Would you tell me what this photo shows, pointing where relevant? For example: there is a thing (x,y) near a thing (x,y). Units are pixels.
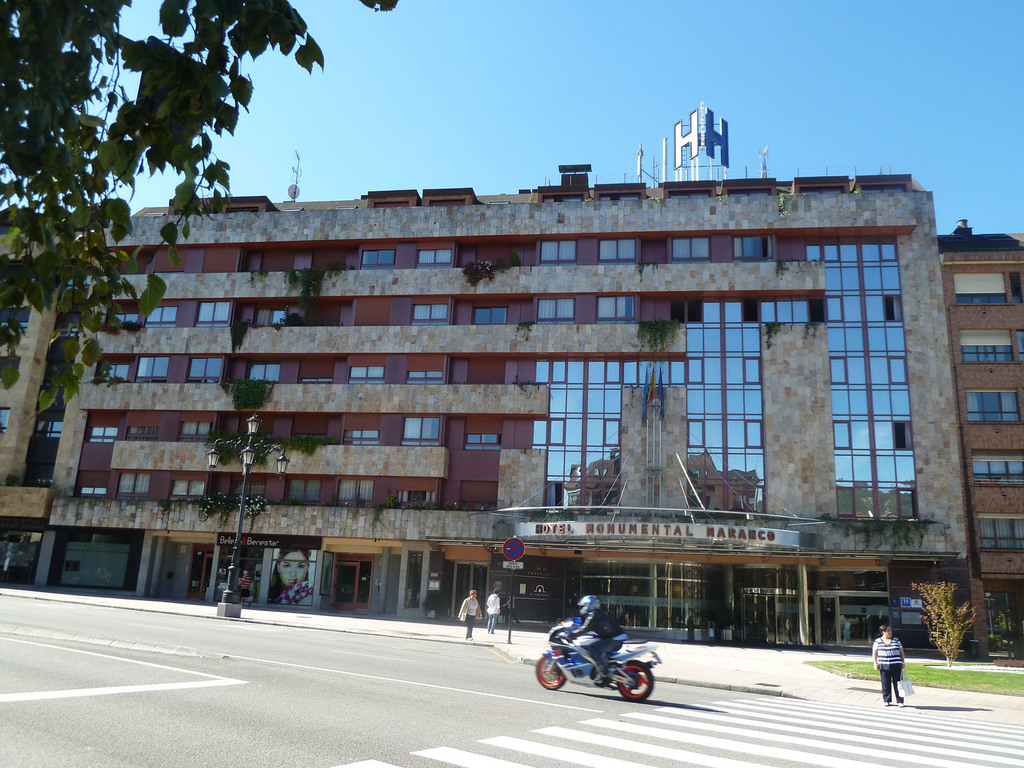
In this image a person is riding the bike (619,690) on the road (394,669) having few zebra crossing lines (647,728) on it. There is a person (890,676) standing on the pavement (872,694). Few persons (465,620) are walking on the pavement (174,604). There is a street light (231,567). There is grassland (861,670) having a plant (937,608) on it. Behind there are buildings (415,421) having few plants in the balcony (470,250). Top of image (406,166) there is sky (427,121). Left top there are few leaves (195,168) to the branches (36,94).
